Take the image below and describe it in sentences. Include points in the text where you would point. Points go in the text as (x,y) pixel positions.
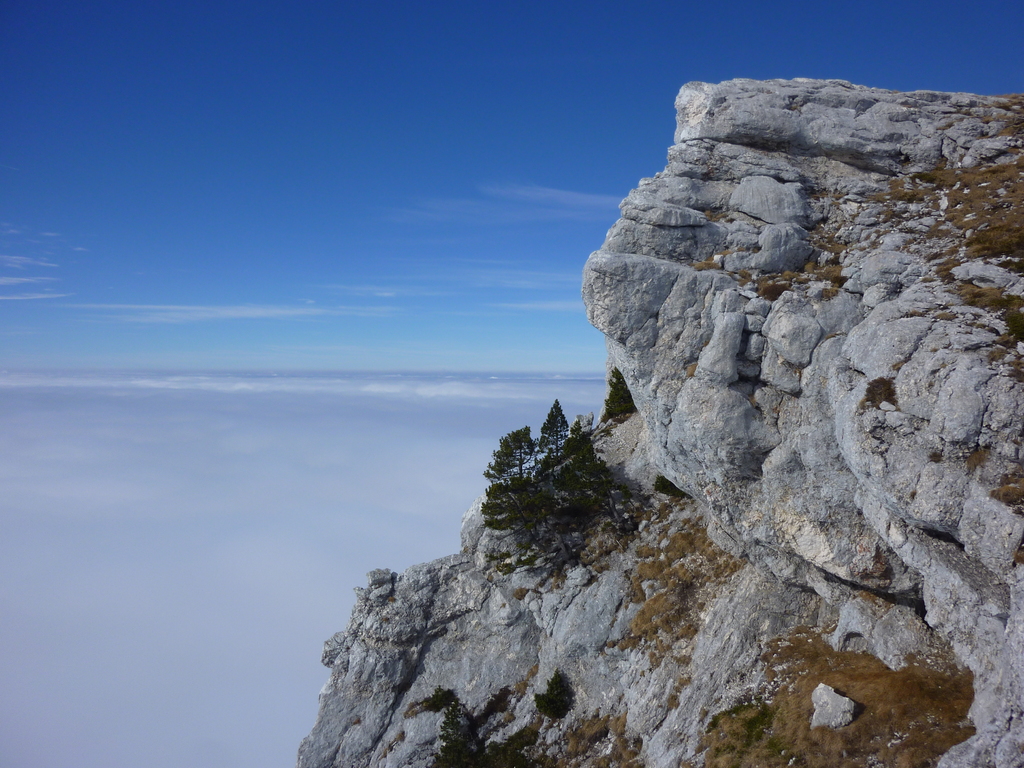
In this picture we can see huge rocks (695,360) with plants (539,497) on the right side (711,458) & on the left side (143,309), we can see clouds (386,463) and blue sky (315,299).
